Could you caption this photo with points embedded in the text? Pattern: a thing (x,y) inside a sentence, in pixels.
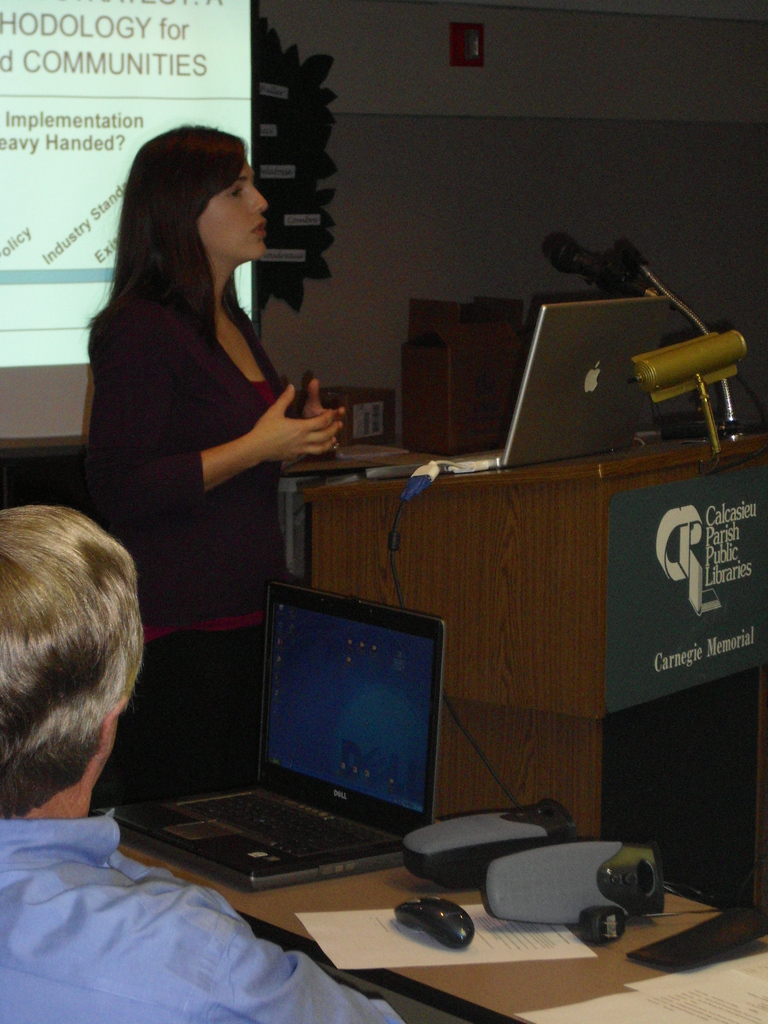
In this picture we can see woman (332,414) standing at podium (586,541) and talking and in front of her we can see laptop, mic (572,253) and beside to her man (103,878) sitting on chair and on table (391,896) we can see speakers (658,882), mouse (467,921), laptop (269,701), papers (480,919) and in background (103,215) we can see screen (177,88), wall (369,124).
